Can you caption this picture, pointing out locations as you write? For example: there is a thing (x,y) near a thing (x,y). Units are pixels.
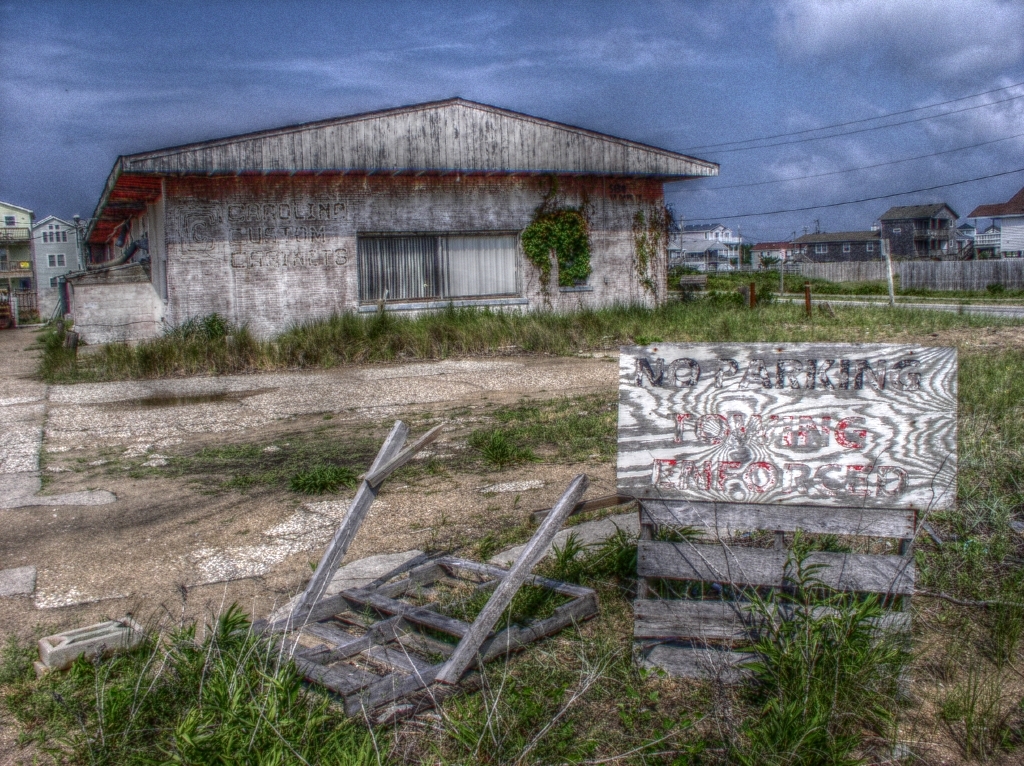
In the picture I can see the wooden board (637,483) on which we can see some text (747,439), we can see grass (739,283), house (182,210), a few more houses (682,261) on the right side of the image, we can see the wires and another house (34,277) on the left side (27,247) and the cloudy sky (839,23) in the background (182,37).
